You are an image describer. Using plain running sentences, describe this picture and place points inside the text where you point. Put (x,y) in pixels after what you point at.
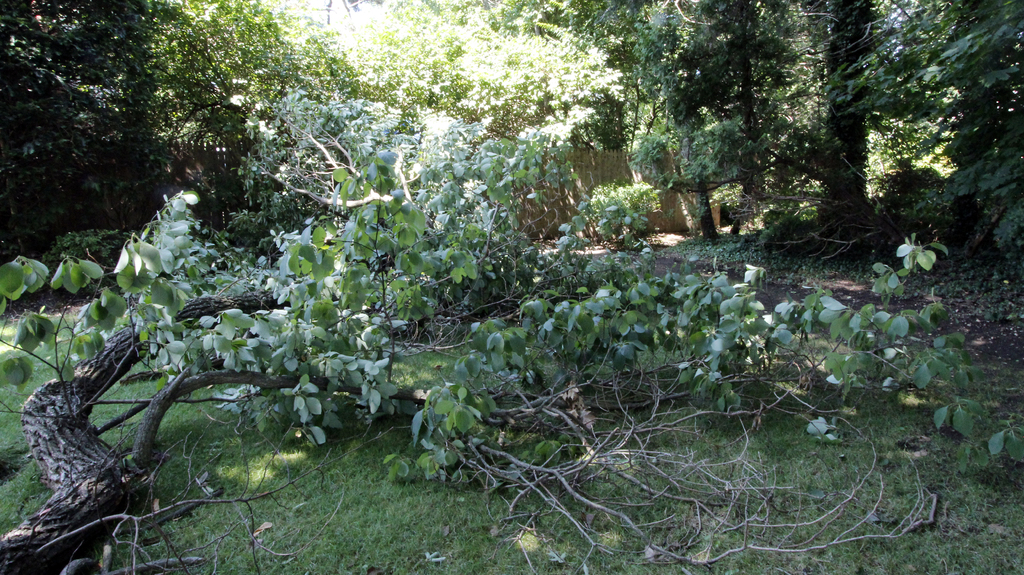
In this image I can see many trees (701,203). To the left (110,332) there is a branch (67,440) of the tree (67,440) and it is on the grass (304,544).
